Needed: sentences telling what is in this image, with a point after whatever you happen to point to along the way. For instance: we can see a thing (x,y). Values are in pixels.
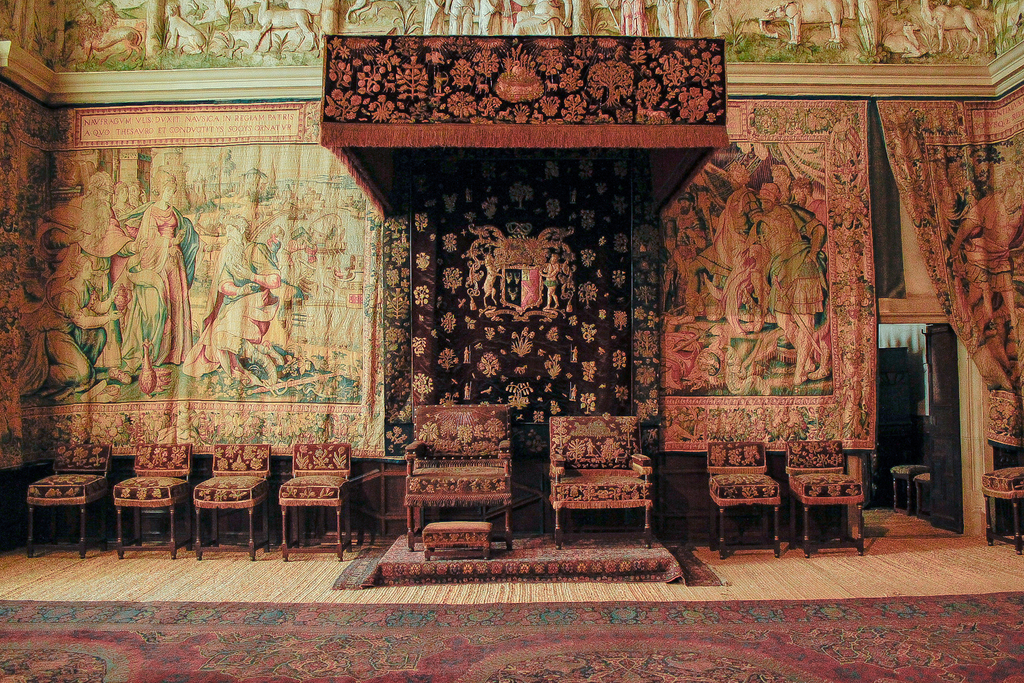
In the background (678,219) we can see designed curtains (620,250). At the top (457,9) we can see the carvings (737,45) on the wall (737,45). In this picture we can see the chairs (134,477) and a stool (485,527). On the right side of the picture (925,482) we can see the chairs (1006,496) and a door (941,436). At the bottom portion of the picture (819,641) we can see the floor carpet (646,658) on the floor (959,549).
